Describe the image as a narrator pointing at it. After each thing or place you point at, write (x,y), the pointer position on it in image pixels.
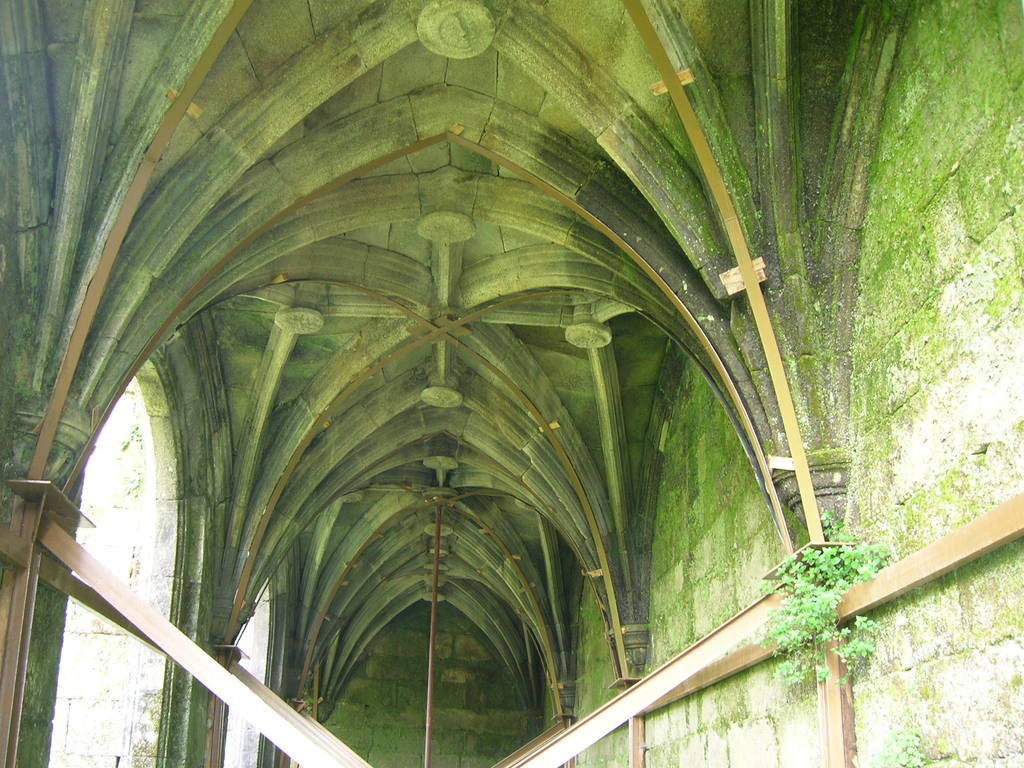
This is the picture of a place where we have some arches (367,430), poles (658,691), plant (790,644) and some other things (453,612).
